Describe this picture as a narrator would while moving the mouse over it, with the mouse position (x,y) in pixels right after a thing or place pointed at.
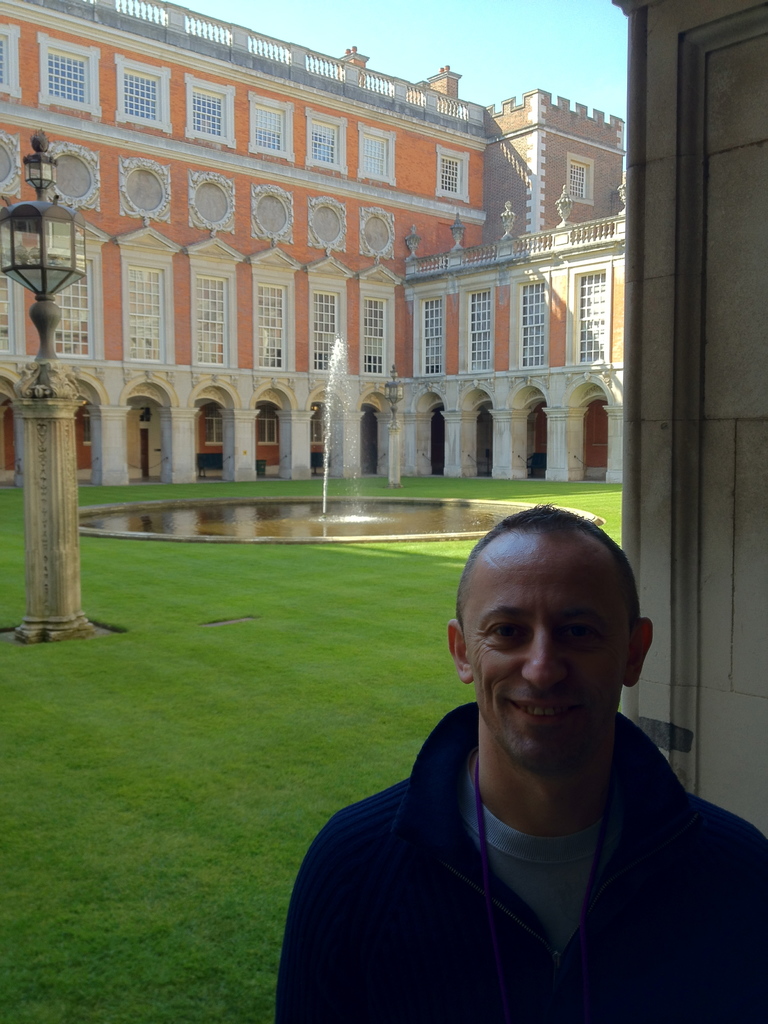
In this image, we can see a person (582,594) wearing clothes (405,921). There is a pole (54,502) on the left side of the image (54,502). There is a fountains (233,517) in front of the building (435,235). There is a sky (469,90) at the top of the image (469,90).
